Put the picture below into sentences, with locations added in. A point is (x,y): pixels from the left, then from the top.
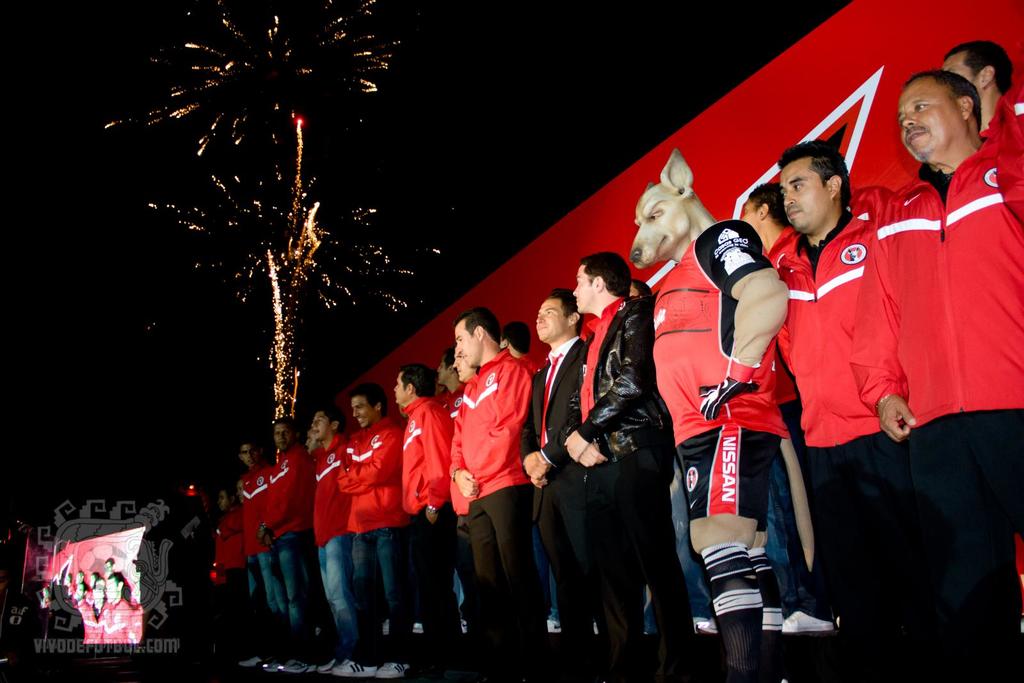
In this image there are some persons (517,441) standing, in the center (664,251) the person (678,375) is wearing some costume (703,432) and he is wearing a gloves (730,398). In the background (105,610) there are some boards (131,608), on the board (138,607) there is text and at the top (277,207) there are some lights (275,311).
